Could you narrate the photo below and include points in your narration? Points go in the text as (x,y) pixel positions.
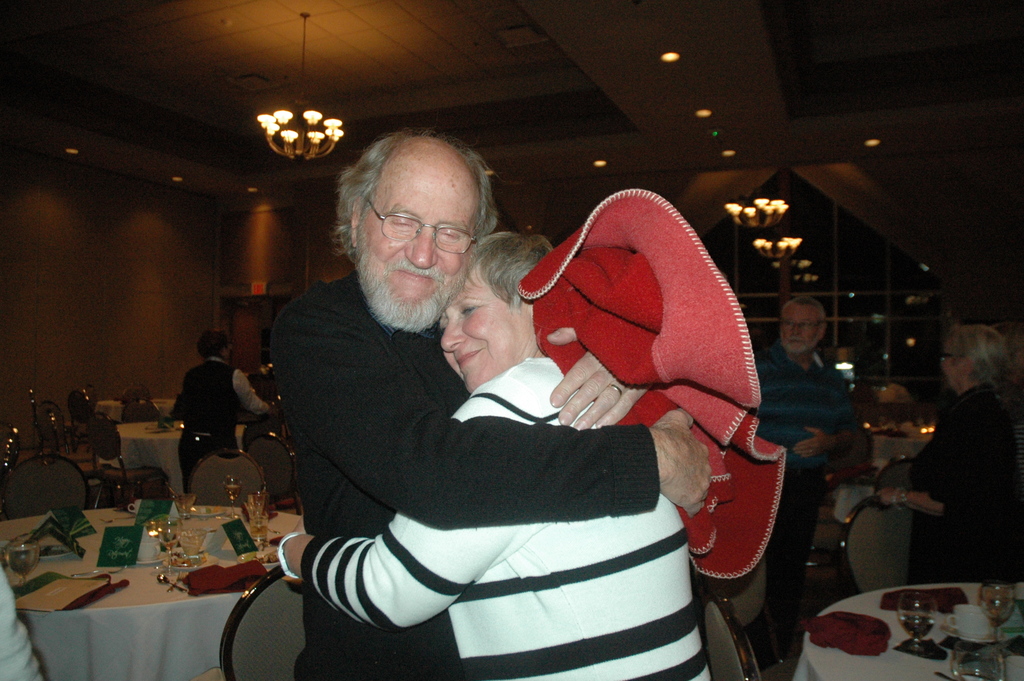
These 2 persons (417,270) are highlighted in this picture. These 2 persons (513,504) are hugging. We can able to see number of chairs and tables (89,544). On this tables (901,641) there are glasses (34,560), cloth (201,577) and cards (113,545). This 3 persons (188,381) are standing. On top (268,119) there are lights (318,143).
